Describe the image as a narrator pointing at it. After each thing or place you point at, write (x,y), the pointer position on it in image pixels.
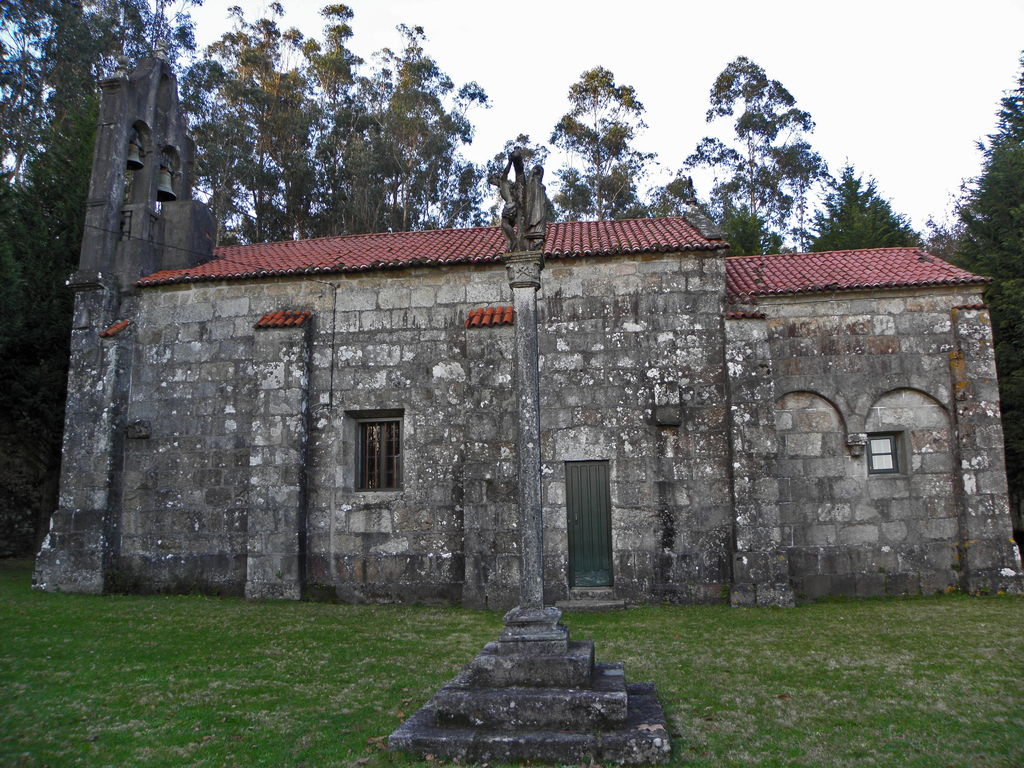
This is a building (402,491) with the windows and a door (582,518). Here is the grass (826,709). I think these are the sculptures (522,198), which are at the top of a pillar (519,258). In the background (452,150), I can see the trees (321,151) with branches (976,221) and leaves (986,199). This is the sky (666,78).
